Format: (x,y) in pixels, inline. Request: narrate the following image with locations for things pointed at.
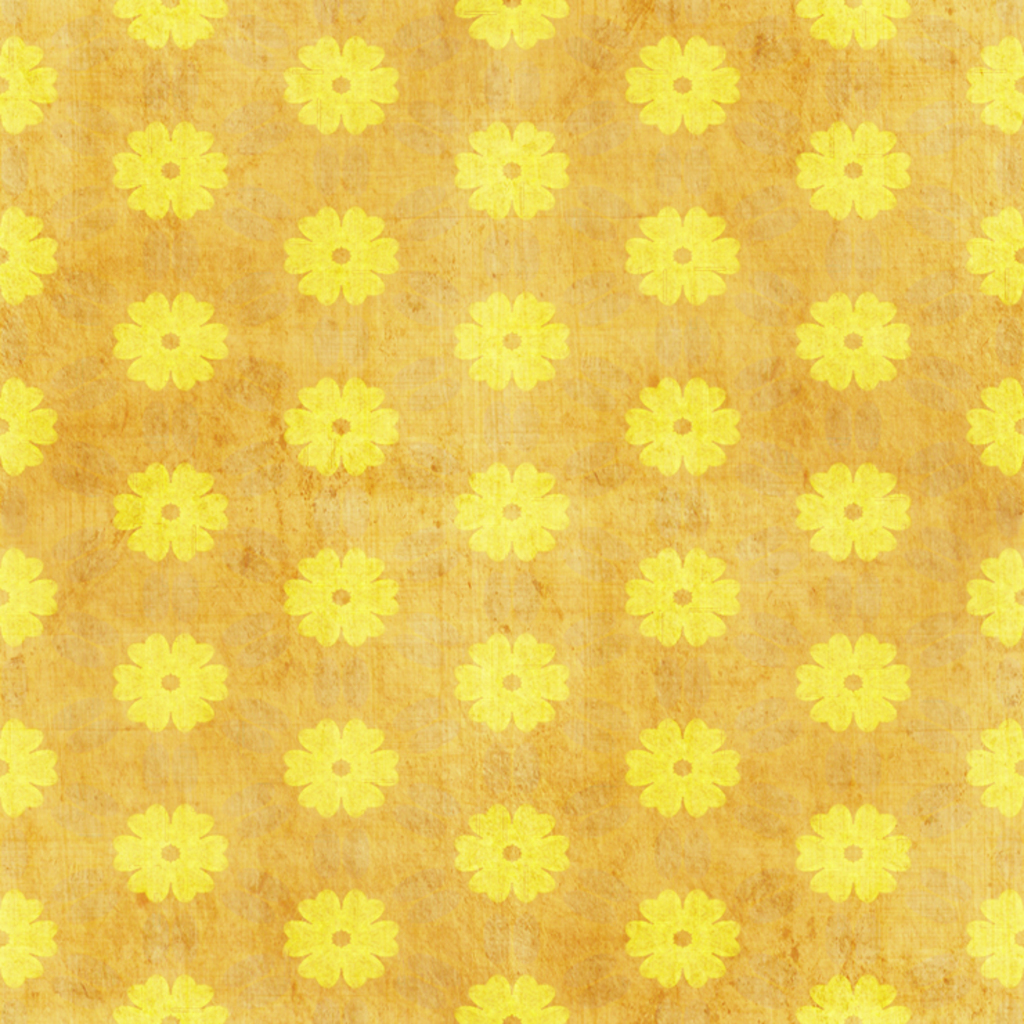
This image looks like a paper (631,624). There are so many flowers (345,459) in this image. They are in yellow color.
